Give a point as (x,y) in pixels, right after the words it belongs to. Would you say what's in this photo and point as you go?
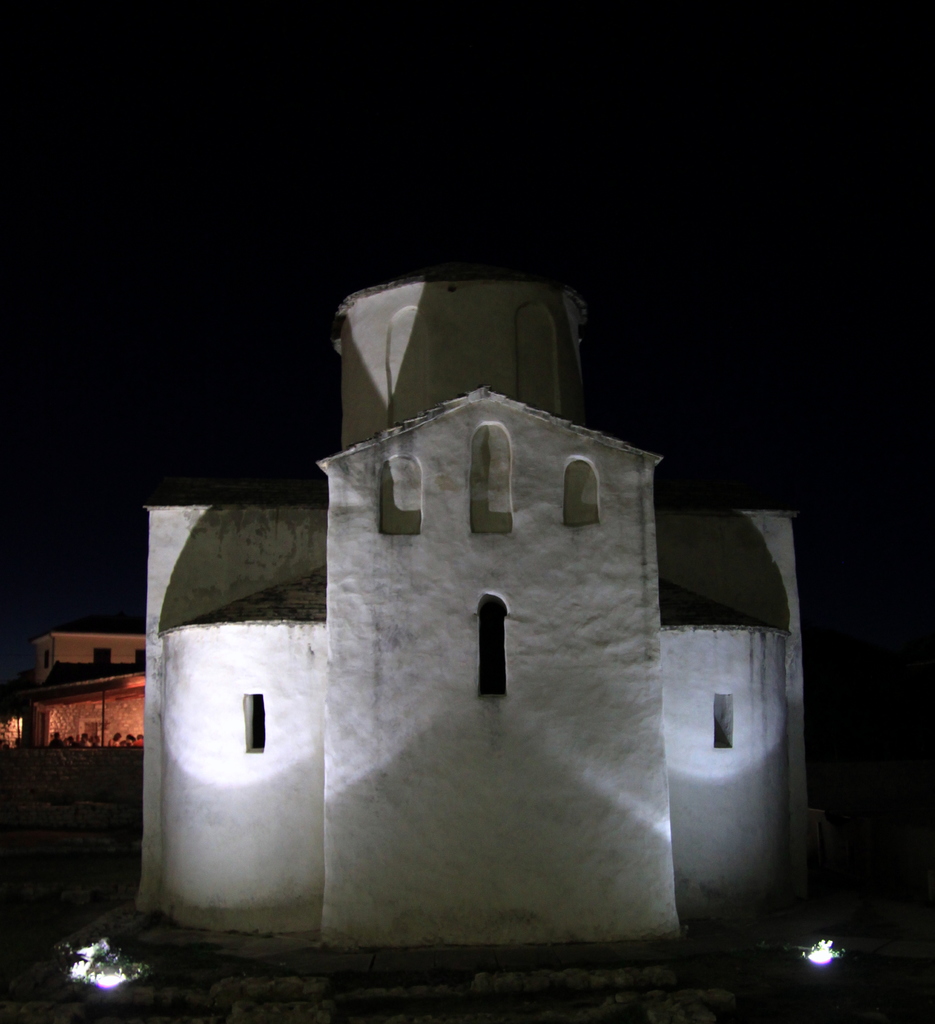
In this image there are buildings (202,789). At the bottom (833,948) there are lights (815,959).
